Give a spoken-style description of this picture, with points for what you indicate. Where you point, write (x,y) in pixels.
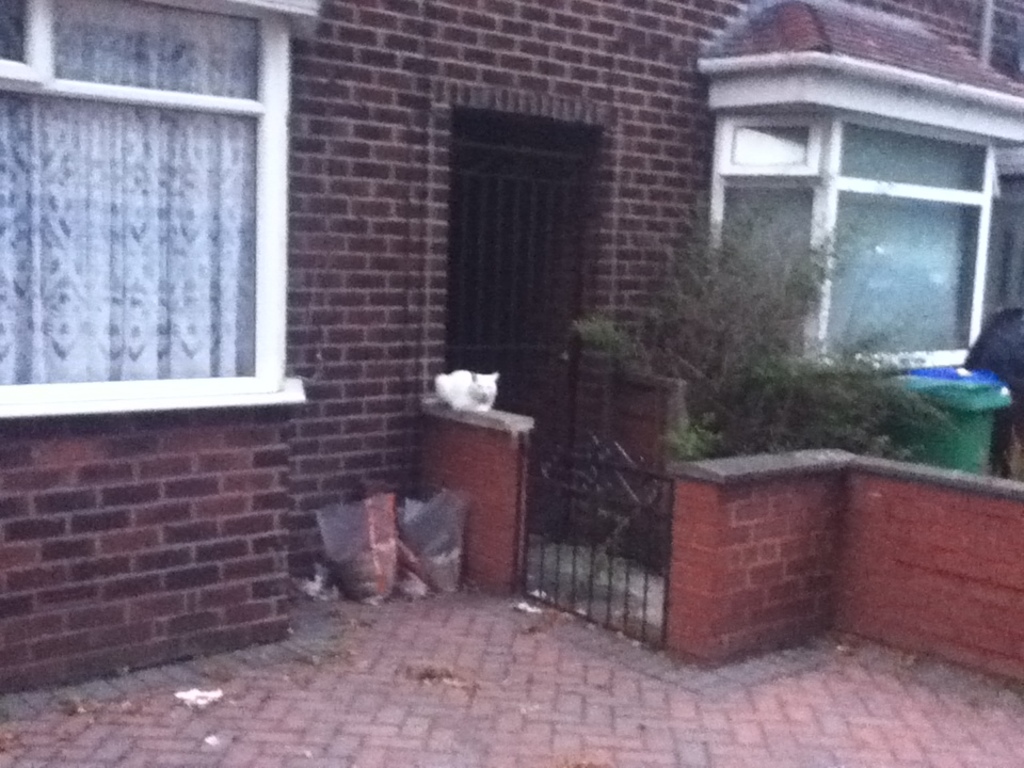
As we can see in the image there are houses (344,111), window (818,150), curtain (216,212), covers (432,531), plants (712,403) and dustbin (984,412).
